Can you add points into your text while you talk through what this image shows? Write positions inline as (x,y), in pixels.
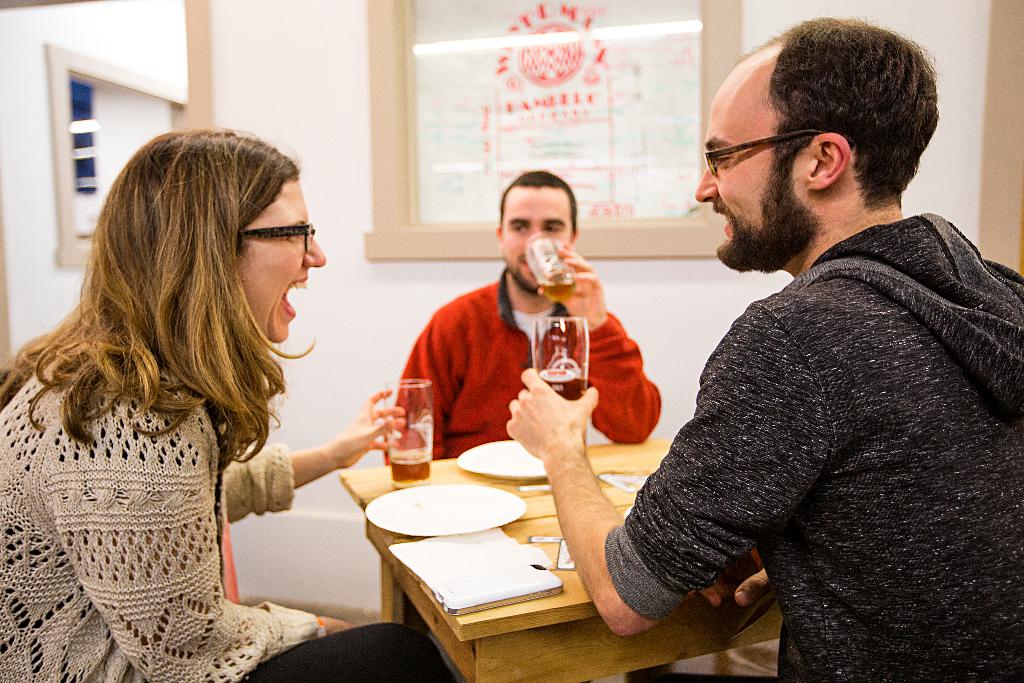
in the picture there are two man (440,352) and one woman (215,399) sitting in front of the table (628,463) on the table (526,456) there are many items (503,467).
